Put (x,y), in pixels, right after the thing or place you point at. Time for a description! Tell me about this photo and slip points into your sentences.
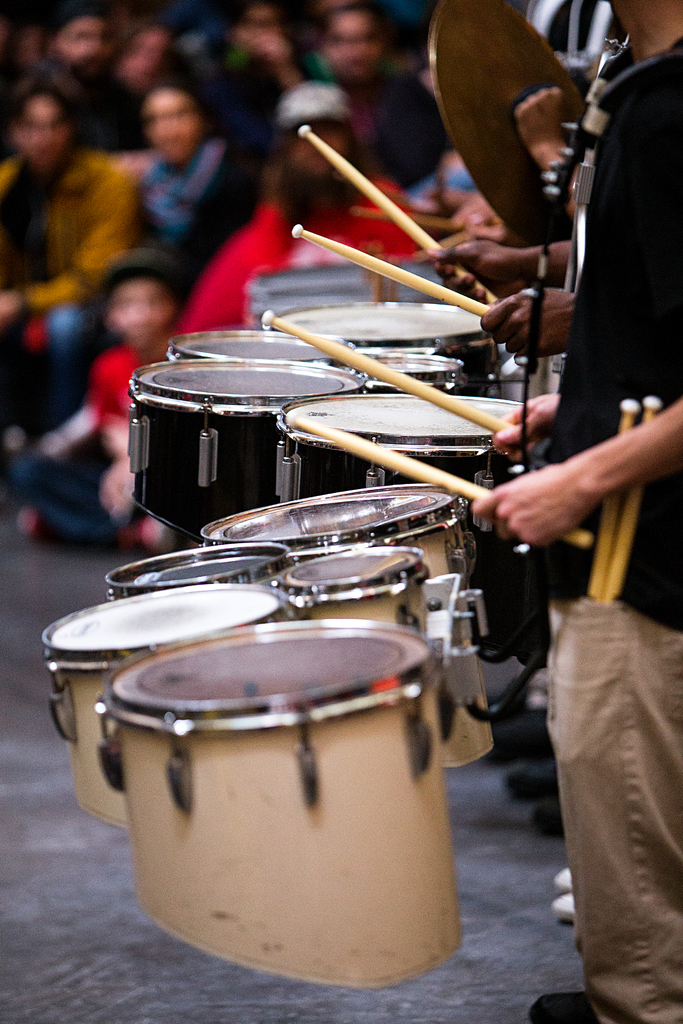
In this image there is a person (581,739) standing at the right side of the image (578,388) are holding sticks (459,266) in their hands (438,253) and playing drums (284,545). A person (549,119) is holding metal plate (488,129). Left top there are few persons (150,169) sitting.
